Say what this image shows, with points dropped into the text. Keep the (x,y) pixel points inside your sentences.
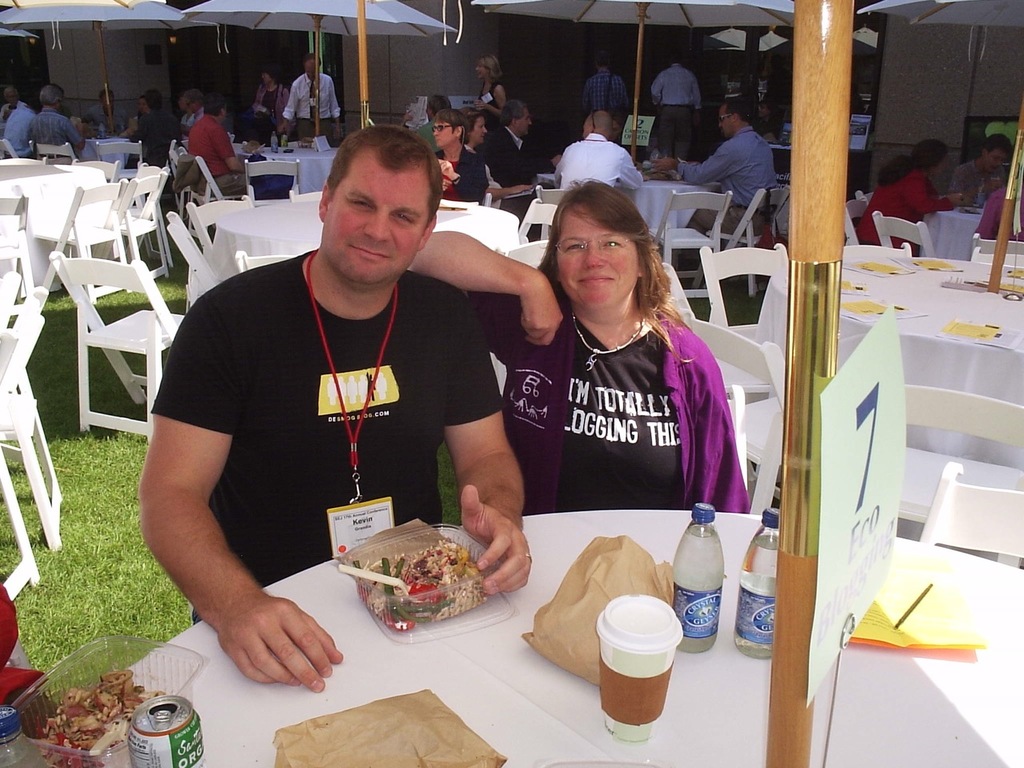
As we can see in the image, there are few people (668,482), chairs (778,349) and tables (235,242). On table (522,630) there is a box (420,548), tin (180,729), cover (434,719), bottle (689,581) and a glass (608,701).
